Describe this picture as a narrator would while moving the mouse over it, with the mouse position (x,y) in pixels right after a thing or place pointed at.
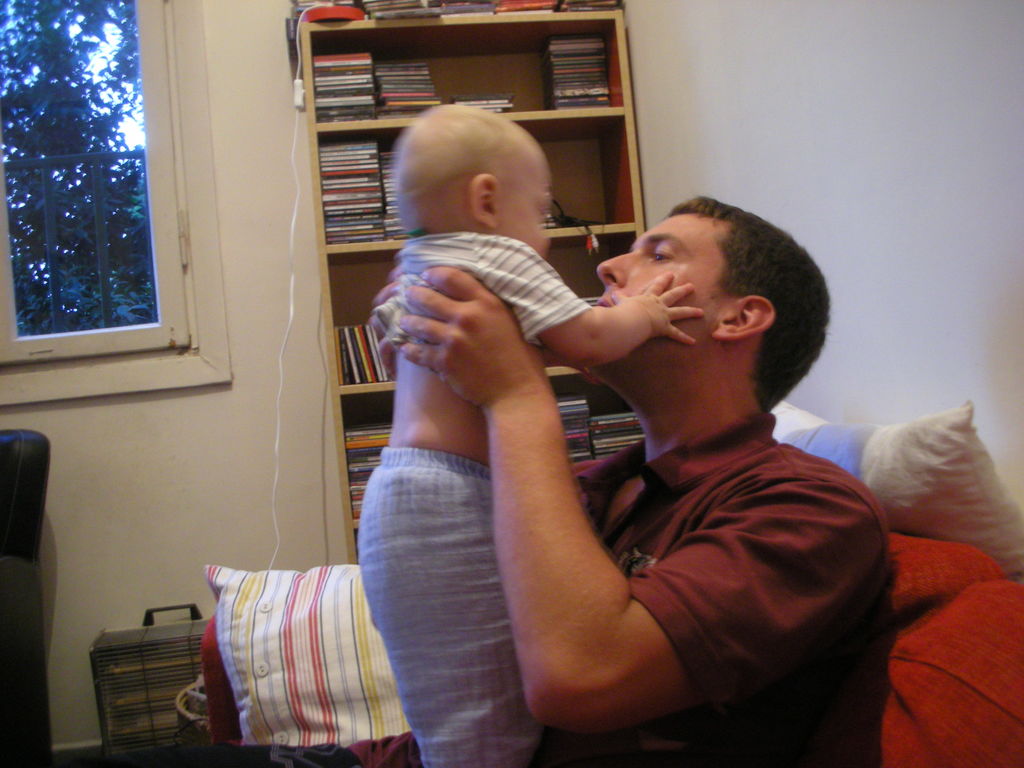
In this image I can see a person (785,565) wearing maroon colored dress (792,536) is sitting on a couch (919,601) which is red in color and holding a baby (452,555). I can see few pillows (365,656) on the couch (971,582) and in the background (133,525) I can see the white colored wall (183,453), a bookshelf (380,26) with number of books (353,369) in it, a white colored wire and the window (111,155) through which I can see few trees (44,88) and the sky (128,99).
